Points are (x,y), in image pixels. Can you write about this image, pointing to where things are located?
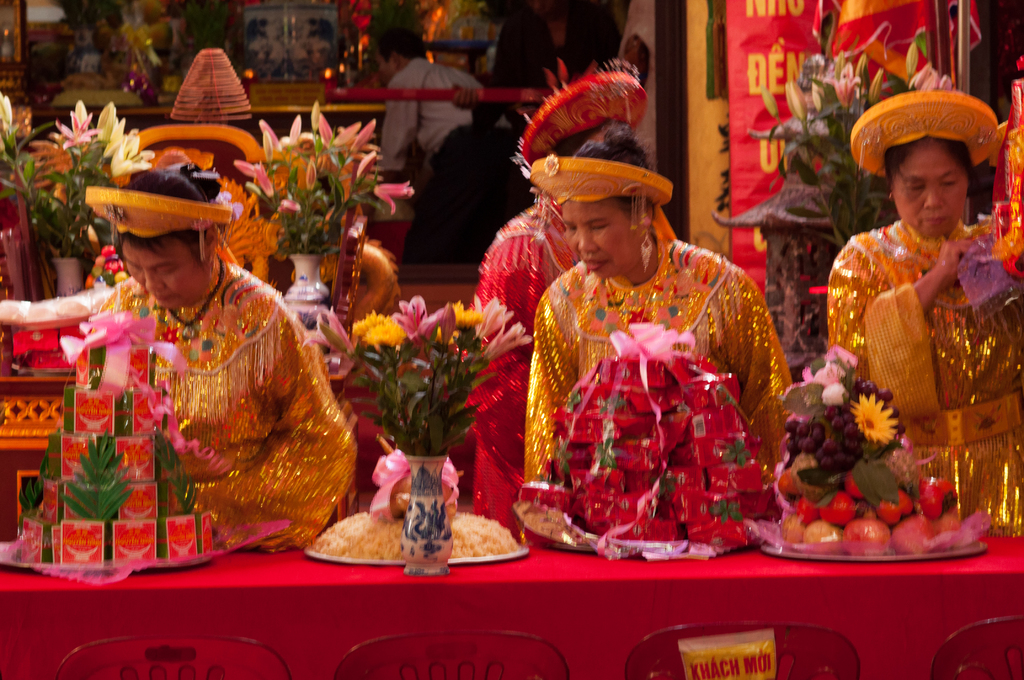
In this picture we can see a group of people (562,224), here we can see flower vases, decorative objects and some objects (732,102).
